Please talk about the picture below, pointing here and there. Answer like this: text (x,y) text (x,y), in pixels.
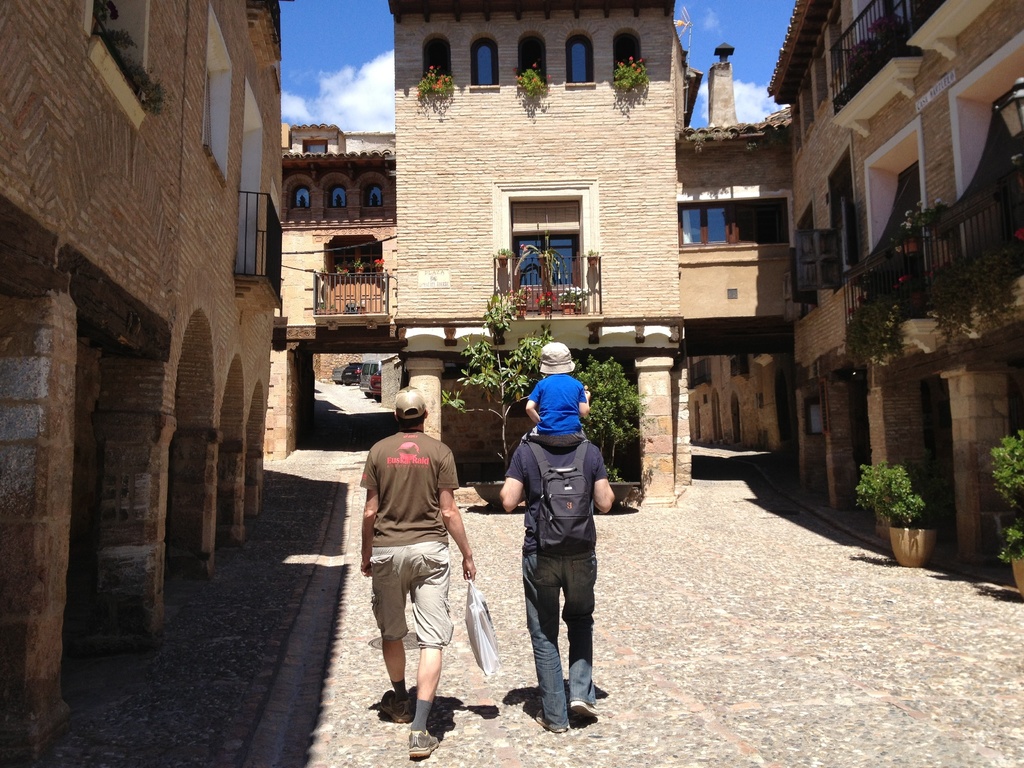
In this image I can see two persons (432,442) walking. The person (419,438) at left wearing brown shirt (378,477), cream pant (402,562) and the person (530,589) at right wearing blue shirt (598,475), gray pant (548,583) and black bag (563,475). Background (445,262) I can see trees (515,398) in green color, building (460,293) in cream color and sky (319,57) in blue and white color.
